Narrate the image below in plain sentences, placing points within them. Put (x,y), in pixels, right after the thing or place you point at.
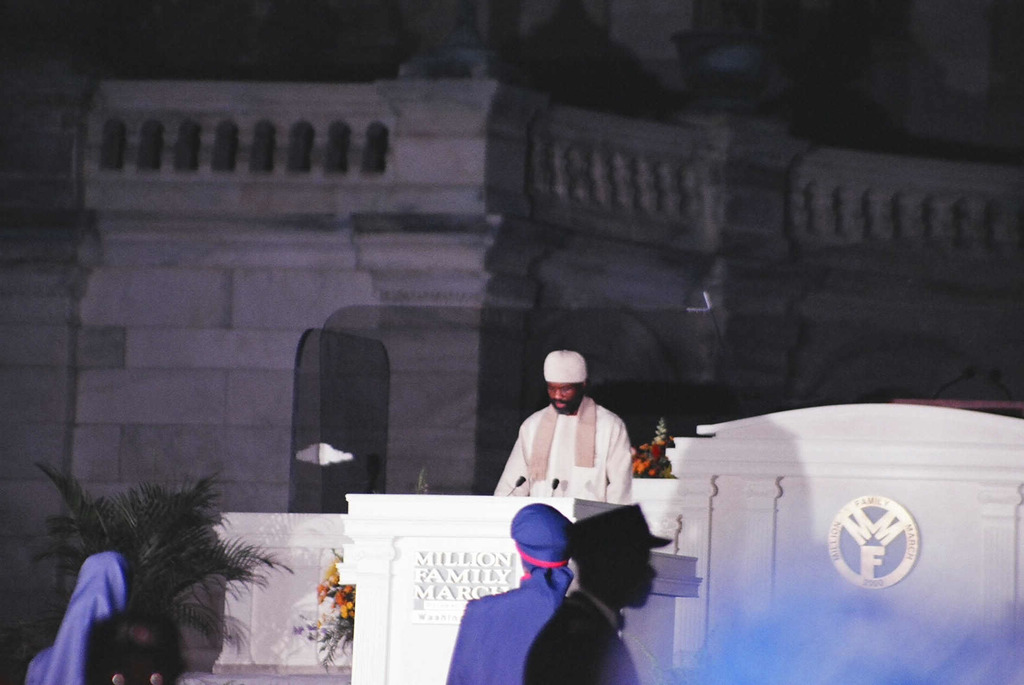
In this image there are four people (469,658) standing, and there is a person (571,421) standing near the podium (488,498), there are mikes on the podium (453,523), building (478,483), flower bouquets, plant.
